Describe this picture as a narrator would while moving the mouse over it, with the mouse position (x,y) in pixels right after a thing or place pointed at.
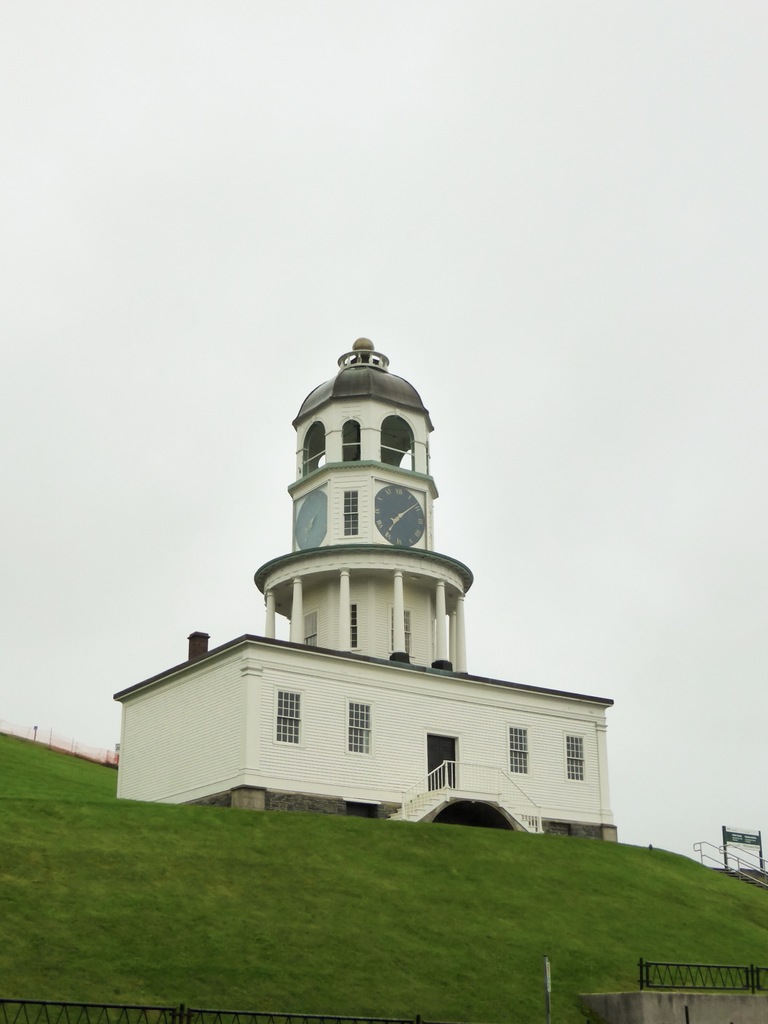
In this image we can see a building (360,569) with windows (359,732) and a wall clock (394,504), in front (193,888) the building (395,482) there are some grills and grass (568,915), In the background (371,295) we can see the sky (372,10).
